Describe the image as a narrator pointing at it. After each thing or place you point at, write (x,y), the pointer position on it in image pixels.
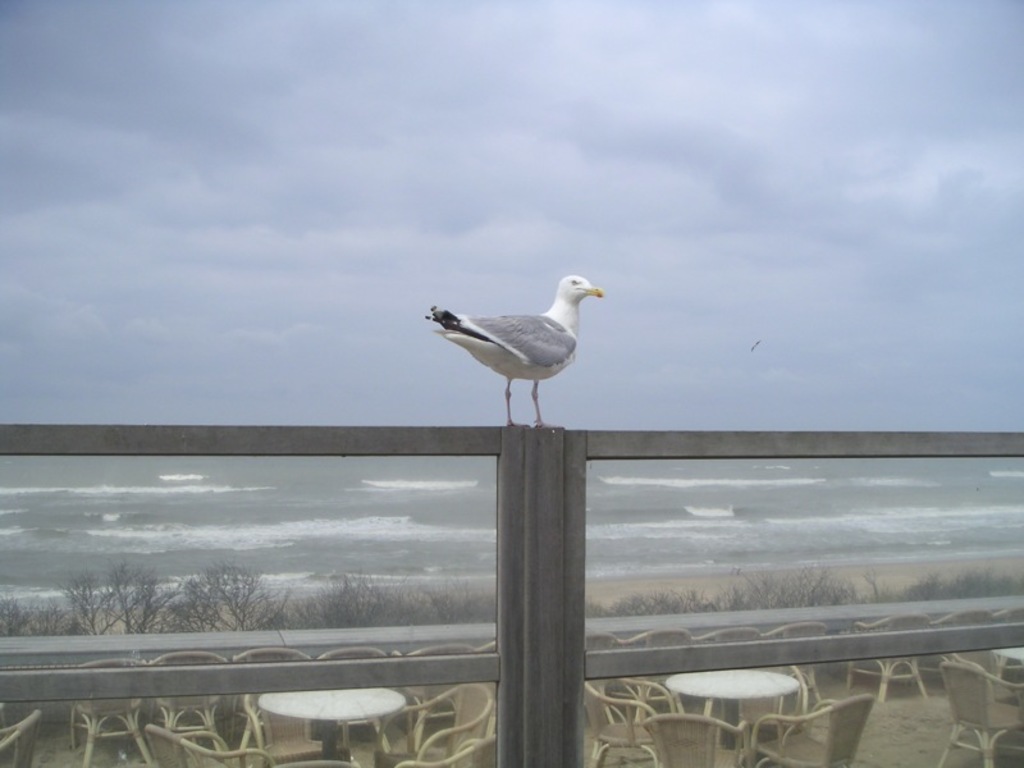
In this image we can see a bird (483,352) on a fence (528,515). On the bottom of the image (399,695) we can see some tables (373,697) and a group of chairs (377,722) on the floor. We can also see some plants (391,622). On the backside (428,474) we can see a large water body (427,486) and the sky (237,281) which looks cloudy.
